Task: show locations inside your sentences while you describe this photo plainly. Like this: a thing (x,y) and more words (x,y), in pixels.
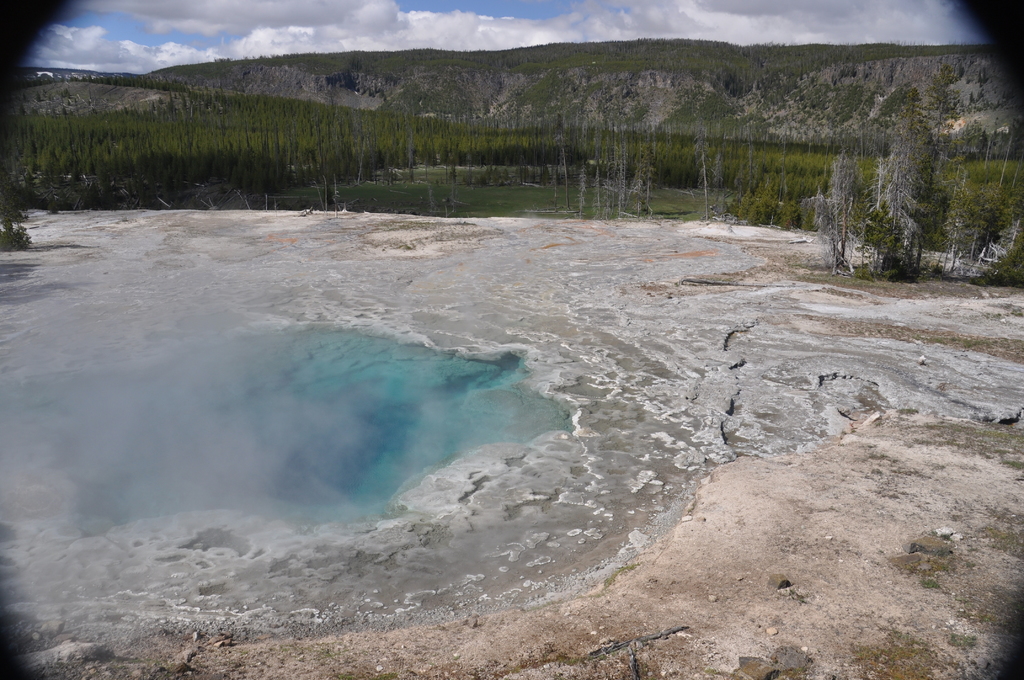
It is an edited image, I can see a hot spring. In the background (274,181), there are trees (192,172), mountains (377,82) and the sky (319,22).
